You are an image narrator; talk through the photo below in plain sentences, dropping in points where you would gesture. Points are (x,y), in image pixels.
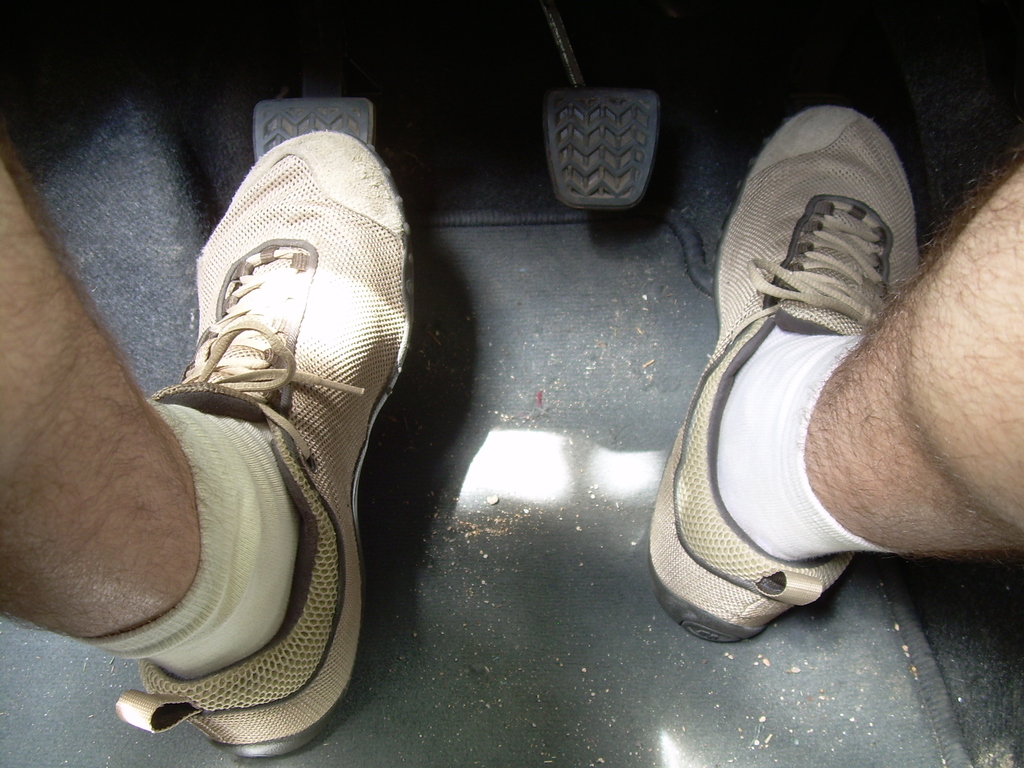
In this image we can see inside of a vehicle (547,235), there is a person's leg (864,341), there are socks (769,456), there are shoes (298,462), there is a pedal (370,102) towards the top of the image (568,131).
